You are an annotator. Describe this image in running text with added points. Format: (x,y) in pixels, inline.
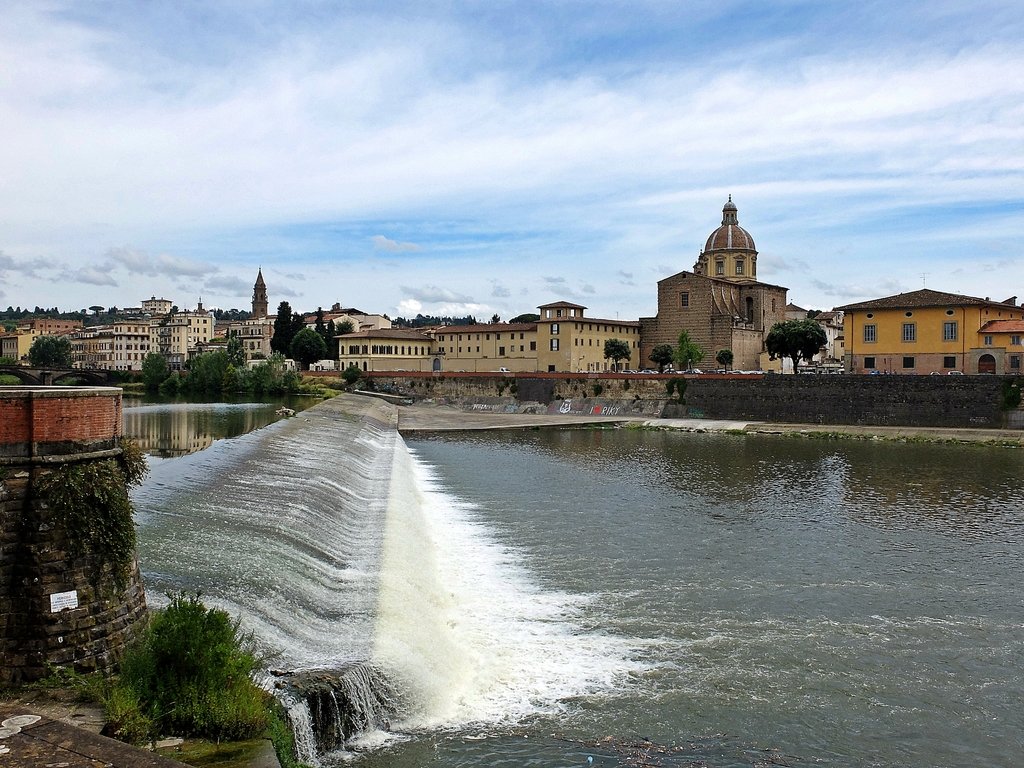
Here we can see water (797,573), plants (217,649), wall (850,423), trees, and buildings (714,328). In the background (607,224) there is sky (662,144) with clouds (709,188).
